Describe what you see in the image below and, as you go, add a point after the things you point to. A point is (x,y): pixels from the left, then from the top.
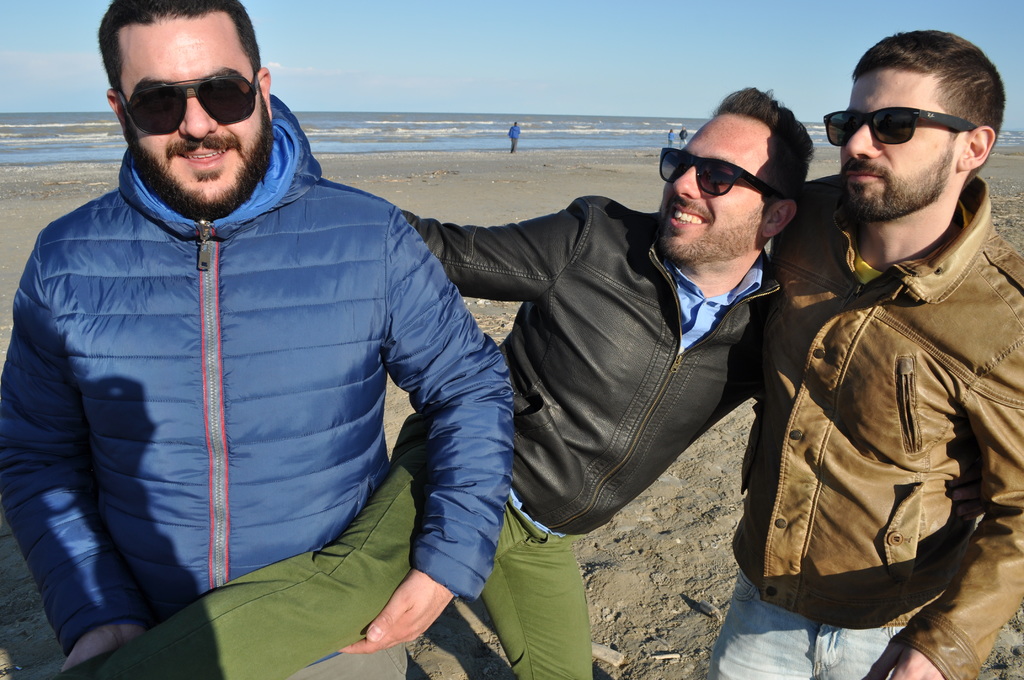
In this image we can see three people (793,276) standing and posing for a photo and in the background (593,139), there are few people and we can see the ocean (493,118) and at the top (666,75) we can see the sky (758,32).
